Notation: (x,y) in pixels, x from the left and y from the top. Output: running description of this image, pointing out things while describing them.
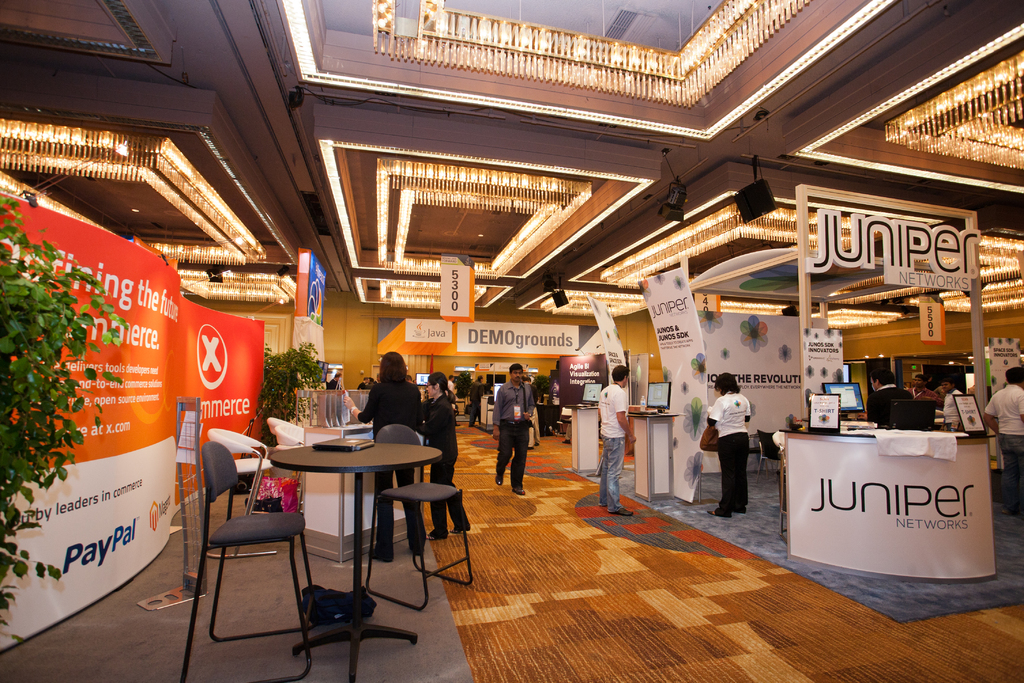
In this image, there is an inside view. There are some persons (405,412) standing and wearing clothes (1001,417). There is a plant (29,323) on the left side of the image (65,306). There is stall (974,522) on the right side of the image (980,520). There is a table (299,645) and some chair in the bottom left of the image (306,535). There are some lights (400,58) at the top of the building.
